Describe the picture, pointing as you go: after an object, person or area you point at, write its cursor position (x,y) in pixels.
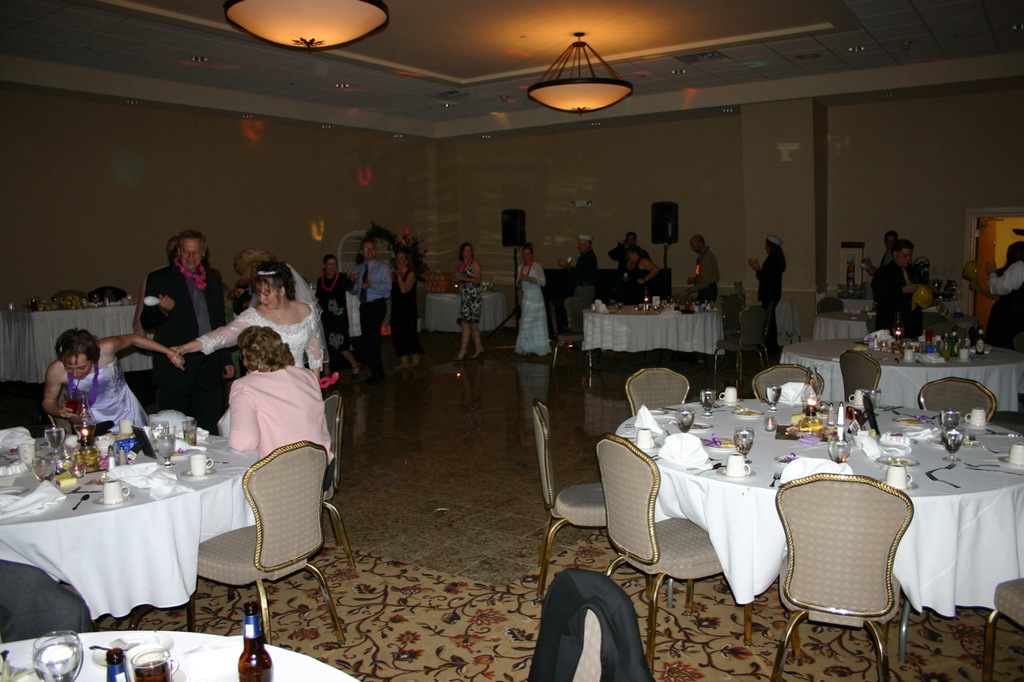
A room (997,147) with group of people (343,290) and some dining table (990,444) and chairs (842,506). And on the table (893,393) we can see some cups (971,419), tissues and some wine bottles (250,626) and also we can see some lamps (537,96) and speakers (663,235) around the room (714,214).
